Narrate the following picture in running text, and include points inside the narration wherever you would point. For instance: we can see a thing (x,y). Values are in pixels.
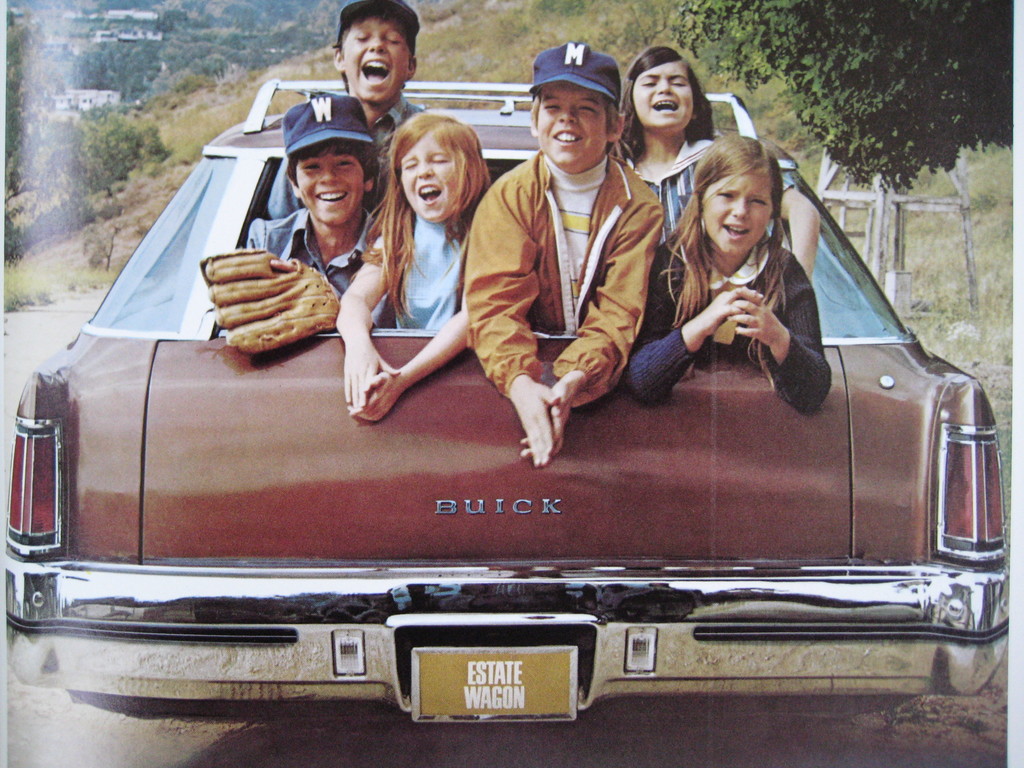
In this image I can see a group of children (538,263) are sitting in a car (450,548) and the children (439,264) are smiling.
